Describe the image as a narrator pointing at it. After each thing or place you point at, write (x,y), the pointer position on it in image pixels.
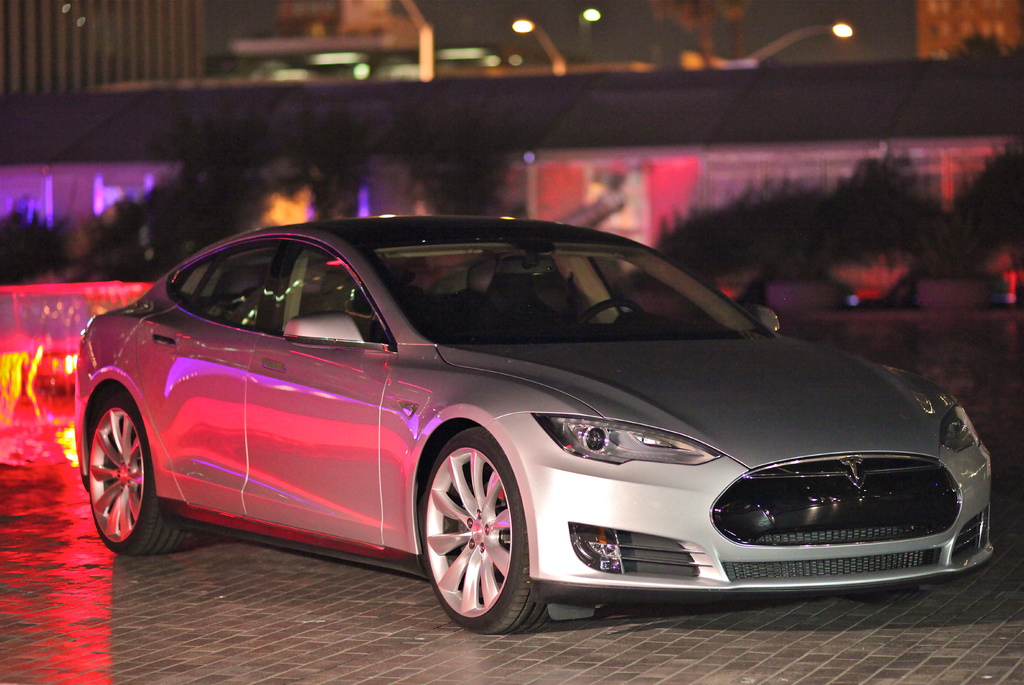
In this image in the center (468,260) there is one car (246,275), and in the background (288,212) there are buildings (679,146), trees (888,206), lights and some objects (66,327). At the bottom (139,601) there is walkway (648,628).
